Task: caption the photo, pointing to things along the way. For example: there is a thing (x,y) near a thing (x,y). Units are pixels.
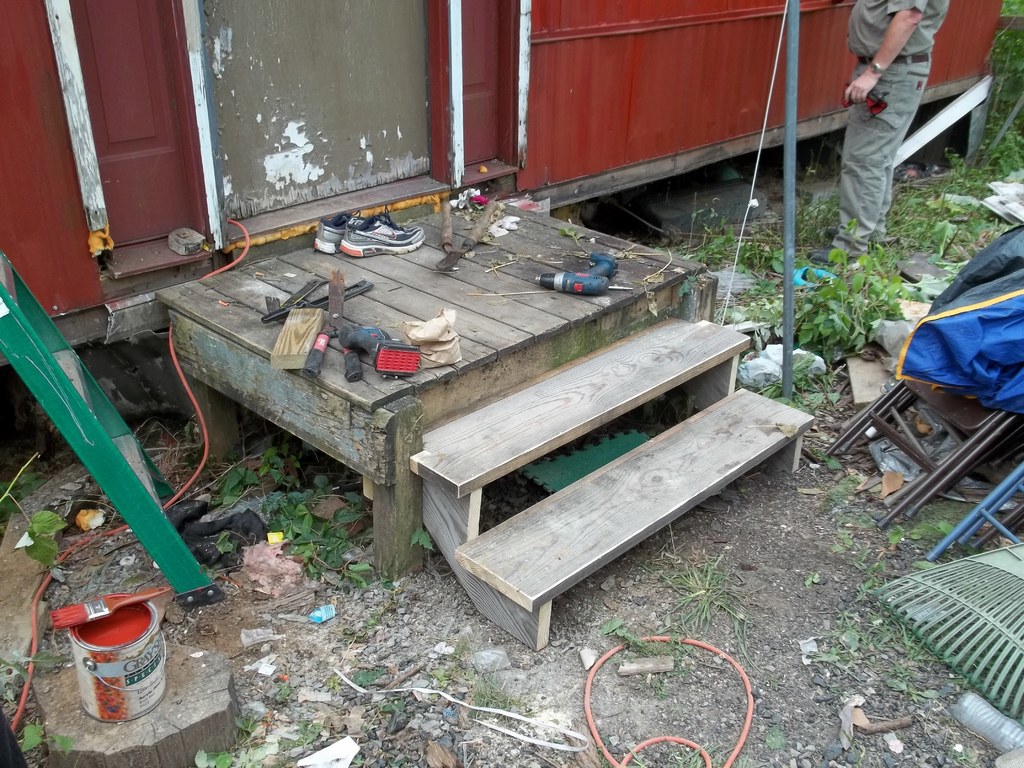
In this picture there are wooden stairs (573,411) in the center of the image (552,436) and there is a house (420,178) at the top side of the image (174,122), there is a man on the right side of the image (857,122) and there is a paint box (116,678) in the bottom left side of the image (139,653).
